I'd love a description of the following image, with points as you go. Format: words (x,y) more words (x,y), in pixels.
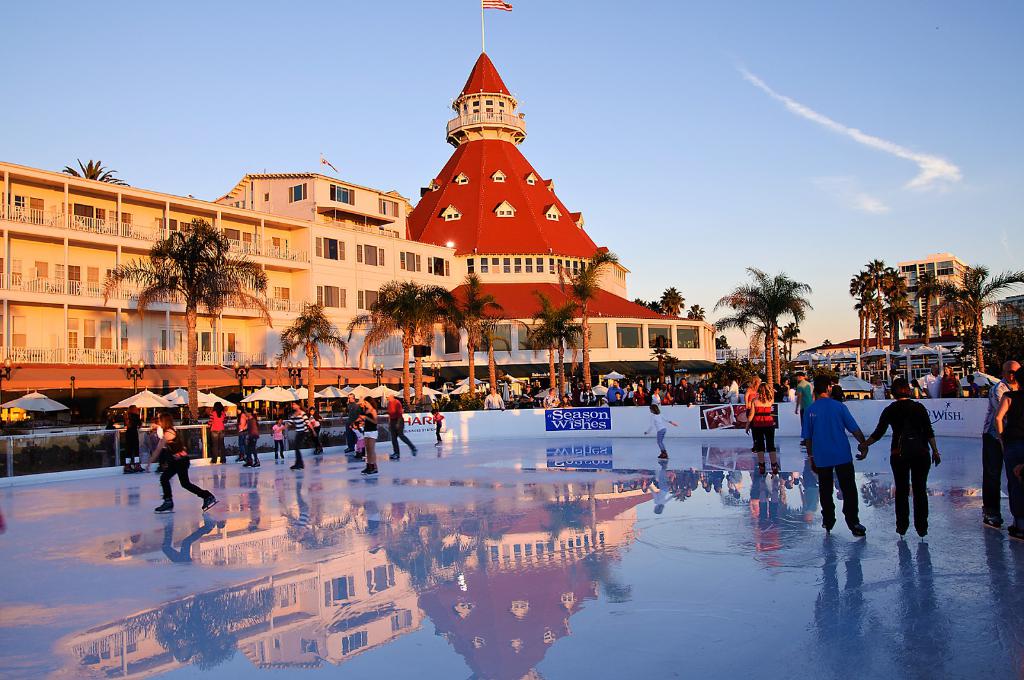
In this picture we can see a group of people (1008,402) where some are skating on ice (437,479), umbrellas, trees (790,379), banners (741,405), buildings (672,329) with windows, flag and in the background (440,79) we can see the sky (878,103).
